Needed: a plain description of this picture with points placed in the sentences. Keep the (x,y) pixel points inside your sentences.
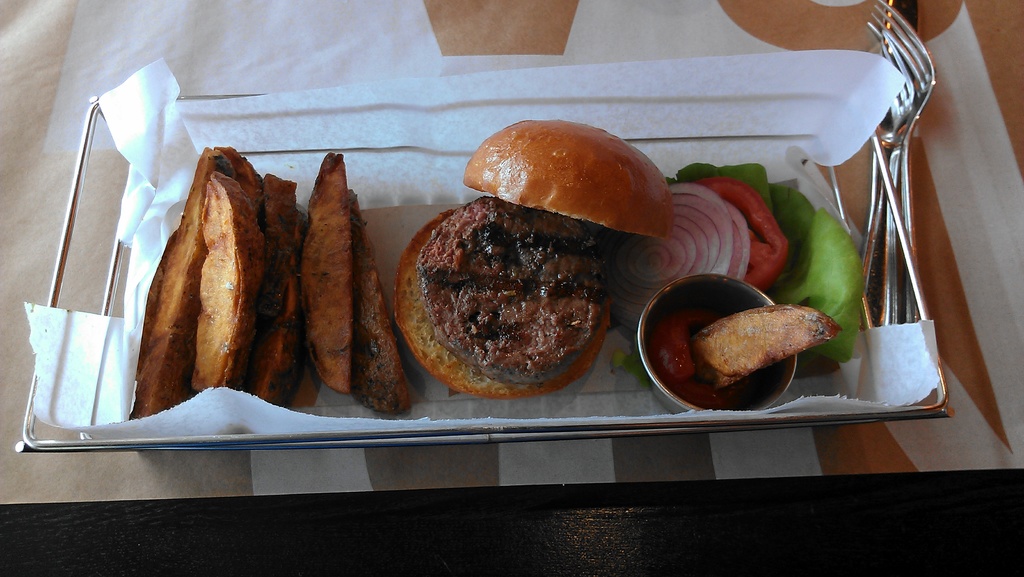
In this picture we can see sandwich (516,220), bread (525,189), potato wedges (380,304), ketchup (686,364), steel bowl (679,296), onion (717,268), tomato (772,250), leaves (801,271) and tissue paper (797,121) in the tray (750,421). On the table (765,8) we can see the forks (917,72) and tray (711,104).
